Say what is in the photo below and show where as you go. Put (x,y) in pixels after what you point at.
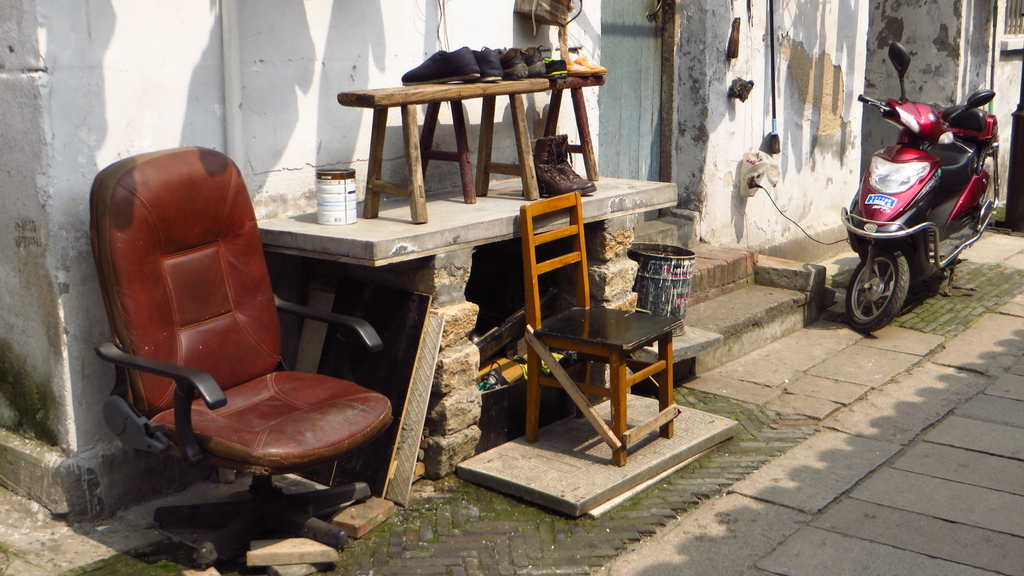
In this image we can see a brown color chair (105,358). There are few pairs of shoes (455,64), wooden chair (582,346), bucket (654,278) and a table (403,101). On the background of the image (892,174) we can see a maroon color scooter (896,188). This is the wall (385,33).
